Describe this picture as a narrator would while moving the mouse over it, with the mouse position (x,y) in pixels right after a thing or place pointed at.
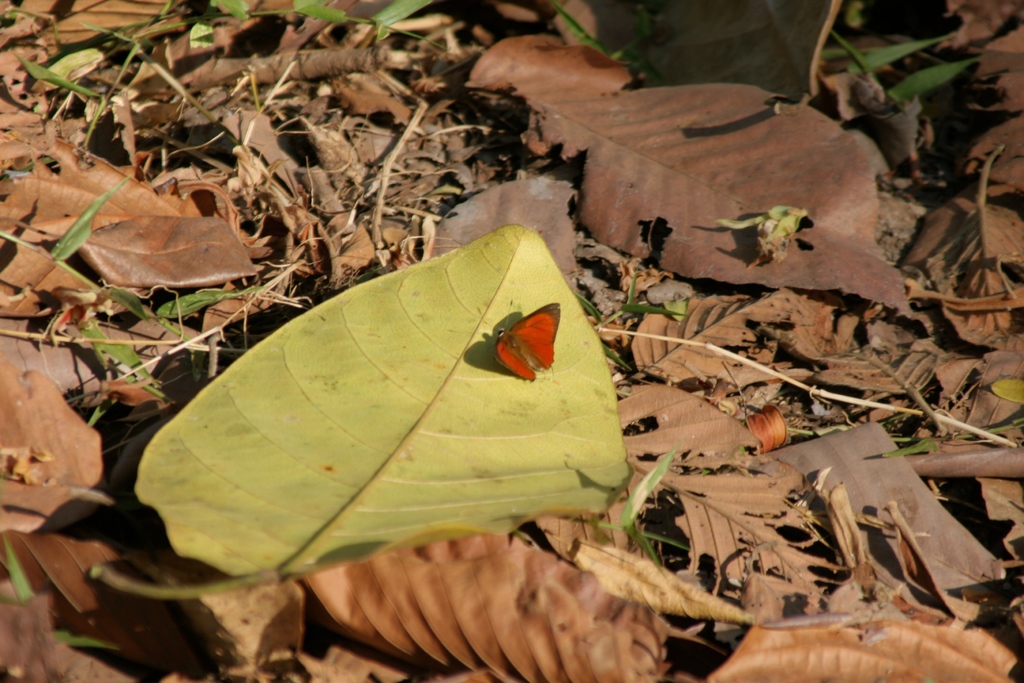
In this picture I can see the leaves (849,540) on the ground (322,122) and I can see a butterfly (521,322) in center of this picture (543,352) and I see that it is of red color.
